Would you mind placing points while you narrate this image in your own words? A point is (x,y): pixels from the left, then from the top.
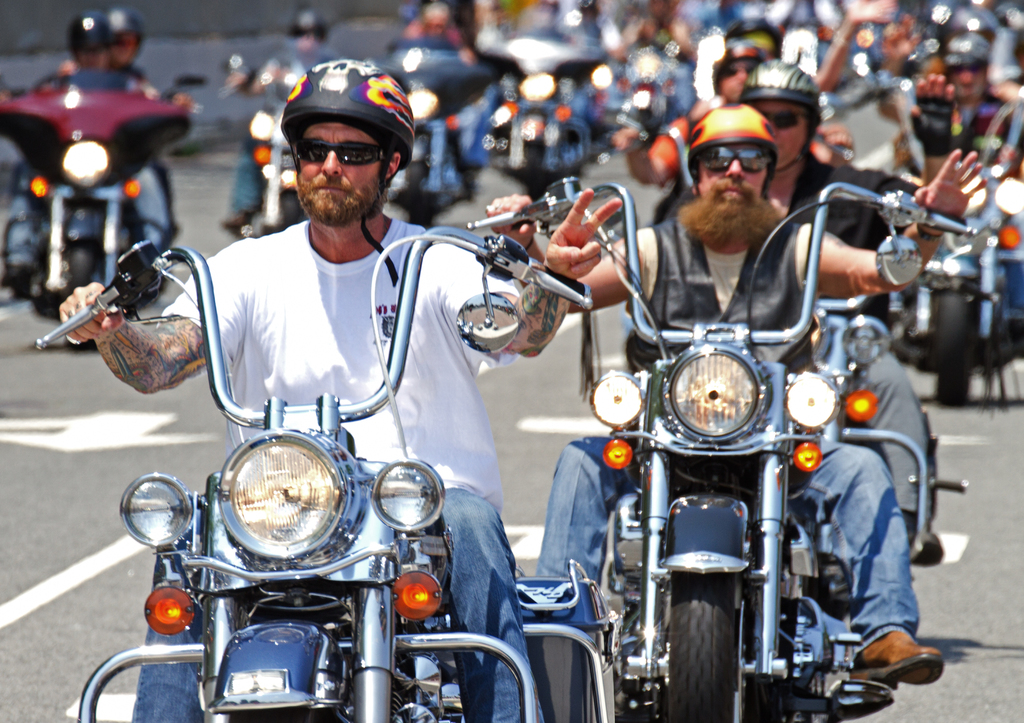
This picture is clicked outside the city. Here, we see many people (569,249) sitting on bike (274,523) and riding bike (549,217) on road (217,436). I think this might be a bike riding competition. Man (311,304) in front of the picture wearing white t-shirt (332,334) and black helmet (332,73) is riding bike (183,658).
